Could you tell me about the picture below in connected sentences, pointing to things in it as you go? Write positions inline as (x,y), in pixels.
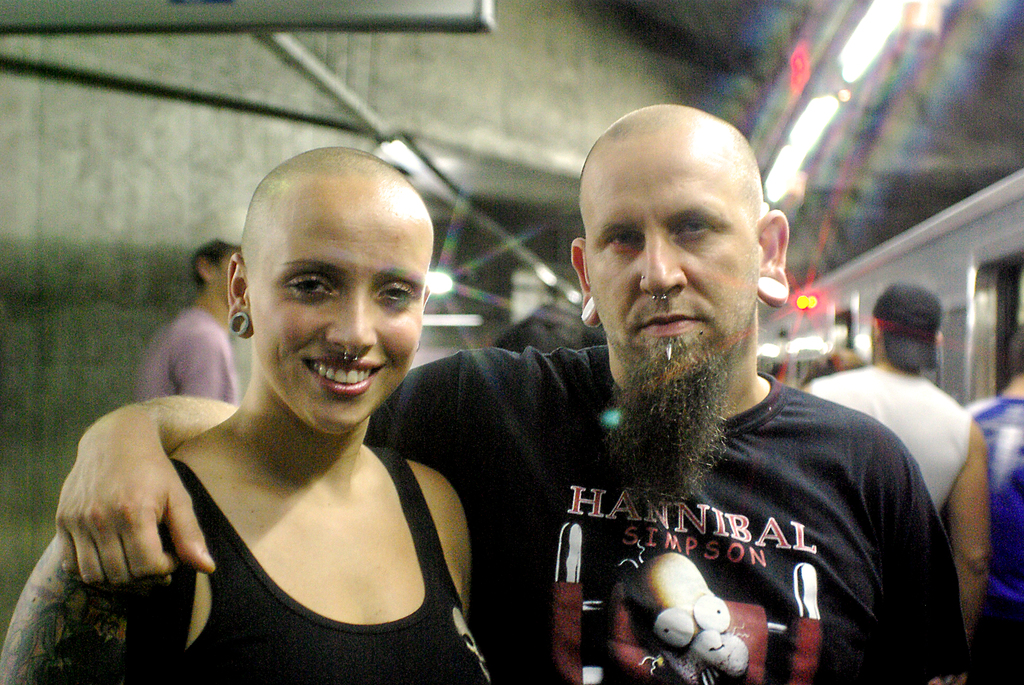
In this picture we can see a man (736,533) and a woman (363,556) with bald heads (679,152). they both are wearing same ring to their noses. On the background of the picture (562,333) we can see a train (949,251) and few persons (898,368) are standing. This is a light (807,297).
